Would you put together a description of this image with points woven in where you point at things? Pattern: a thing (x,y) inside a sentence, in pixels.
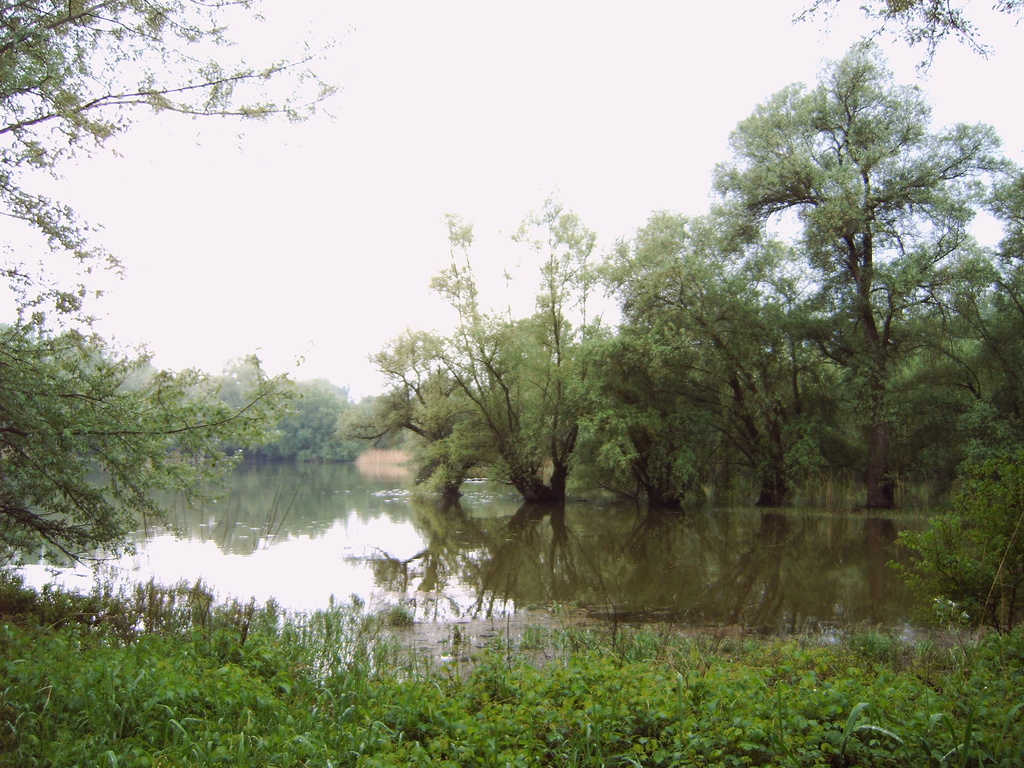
In the background (285,122) we can see the sky (285,122). In this picture we can see the trees (71,354), water (857,598) and the plants (803,734). We can see the reflection (601,577) on the water (480,630).
